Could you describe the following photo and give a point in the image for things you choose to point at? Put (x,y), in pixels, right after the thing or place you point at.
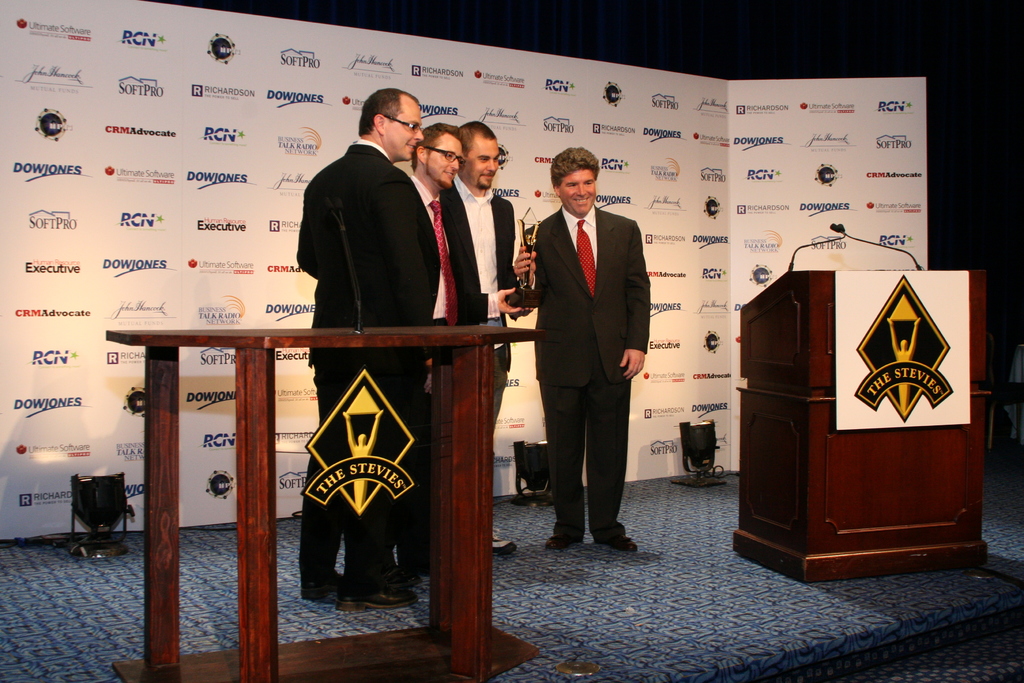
In this image there are a few people (426,258) standing on the stage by holding a trophy (520,282), besides them there are two podiums (396,444) with mics (349,264), behind them there is a board (684,173) with sponsor names (718,168), at the bottom of the board (184,482) there are lamps (527,451).
